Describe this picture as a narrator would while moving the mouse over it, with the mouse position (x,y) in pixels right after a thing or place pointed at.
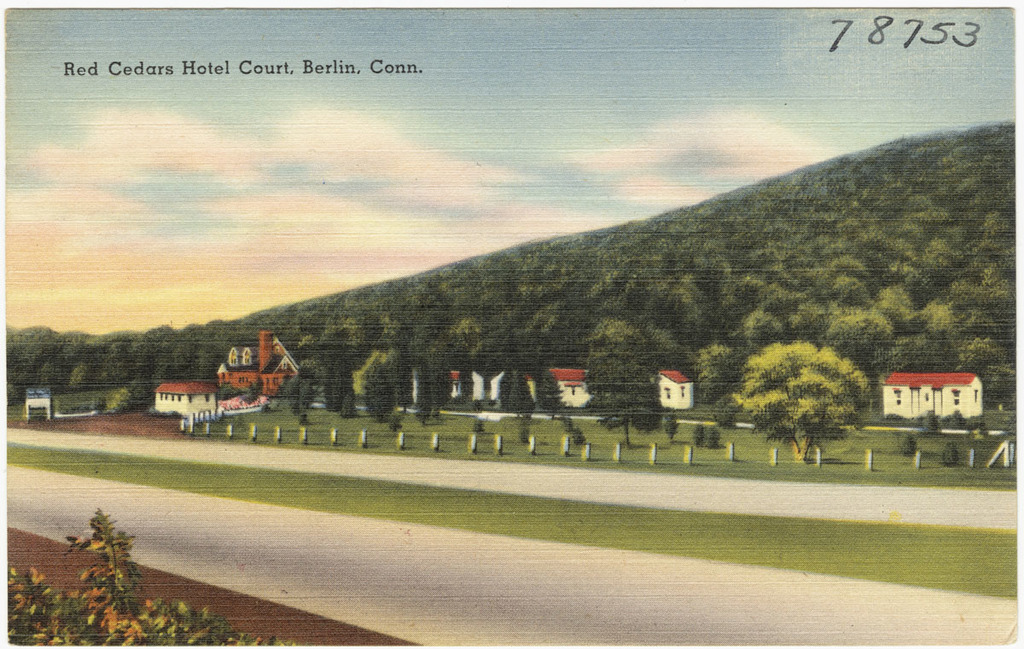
In this image I can see it looks like a painting, in the middle (413,365) there are trees (623,385) and houses (561,387). At the top (486,171) it is the sky (486,171) and there is the text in black color.
